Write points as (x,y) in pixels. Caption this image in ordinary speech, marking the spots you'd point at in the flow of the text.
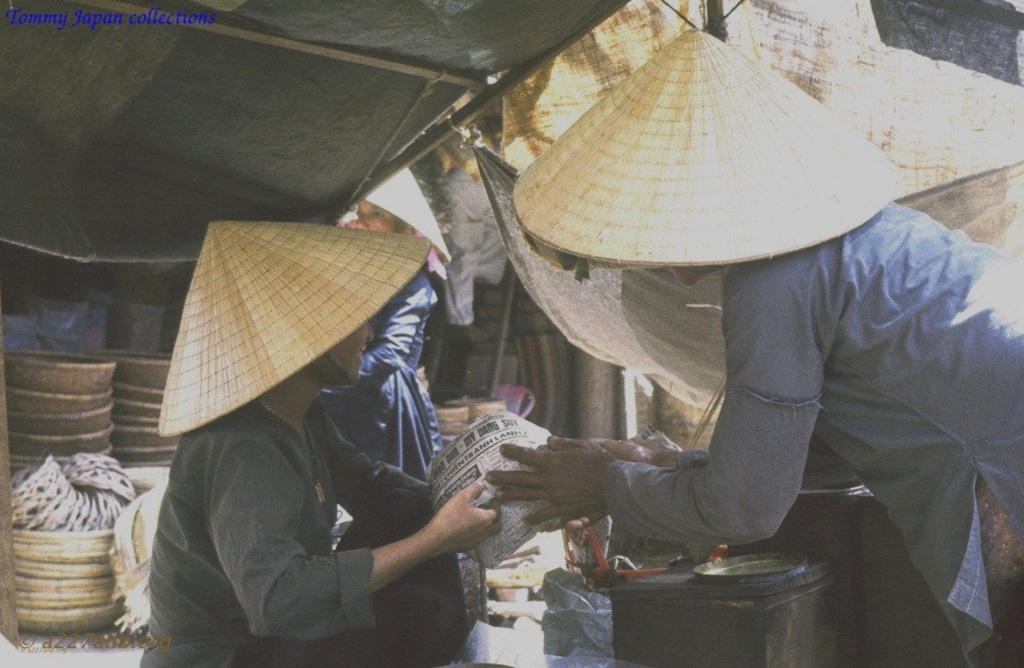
In this image I can see few people (160,556) are wearing hats (189,414) and holding something. I can see few baskets (43,452), poles (308,49), few objects (109,467) and black color plastic covers (190,6).
